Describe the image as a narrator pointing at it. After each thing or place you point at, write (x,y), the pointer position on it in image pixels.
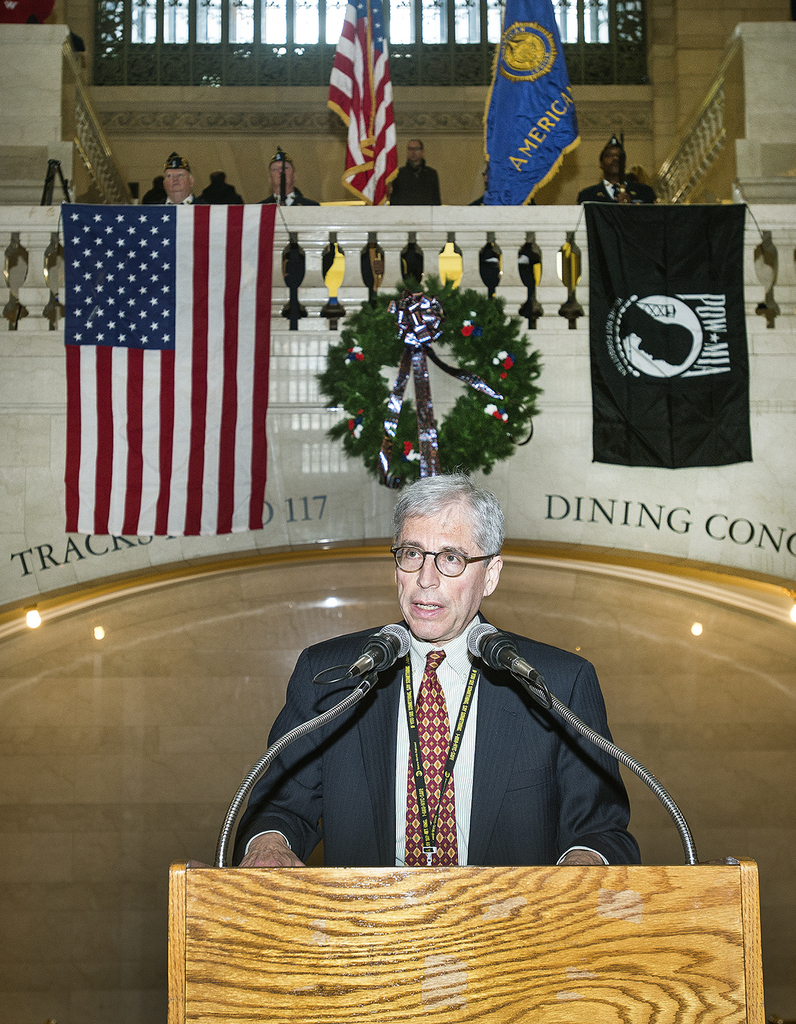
In this picture I can see there is person (457,506) standing here, behind the wooden table (343,930) and there are microphones (392,656) attached to the wooden table (458,896). In the background (88,300) there are some flags (76,310) and some people (184,160) are standing here.
